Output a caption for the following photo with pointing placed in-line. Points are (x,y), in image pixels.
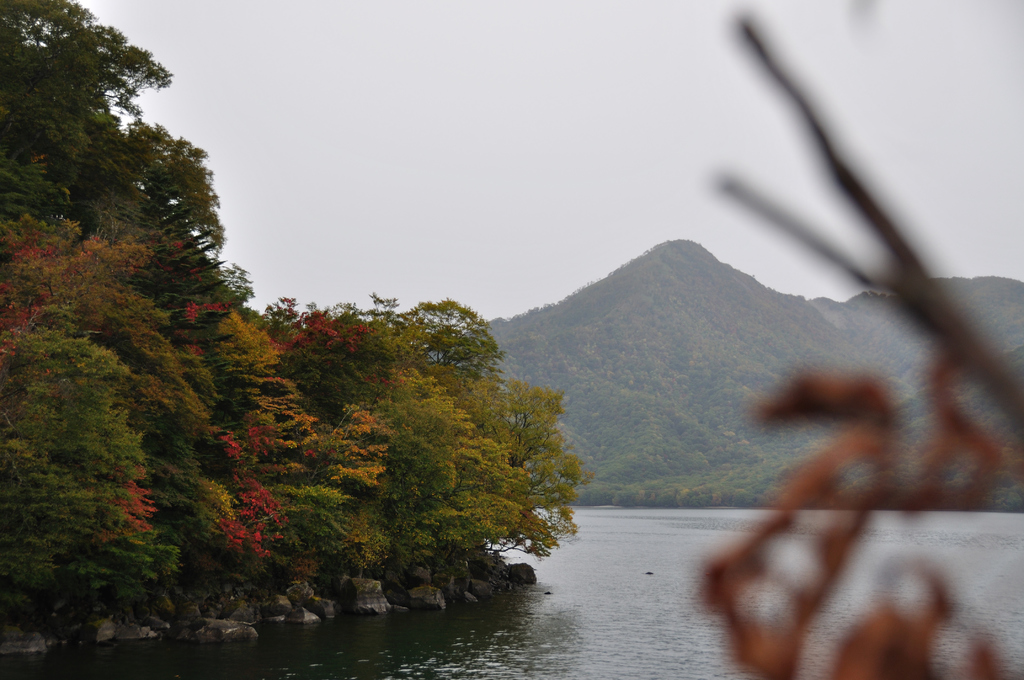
This picture shows trees (482,449) and we see hills (697,288) and water (652,522) and few rocks (389,583) and a cloudy sky (494,196).
